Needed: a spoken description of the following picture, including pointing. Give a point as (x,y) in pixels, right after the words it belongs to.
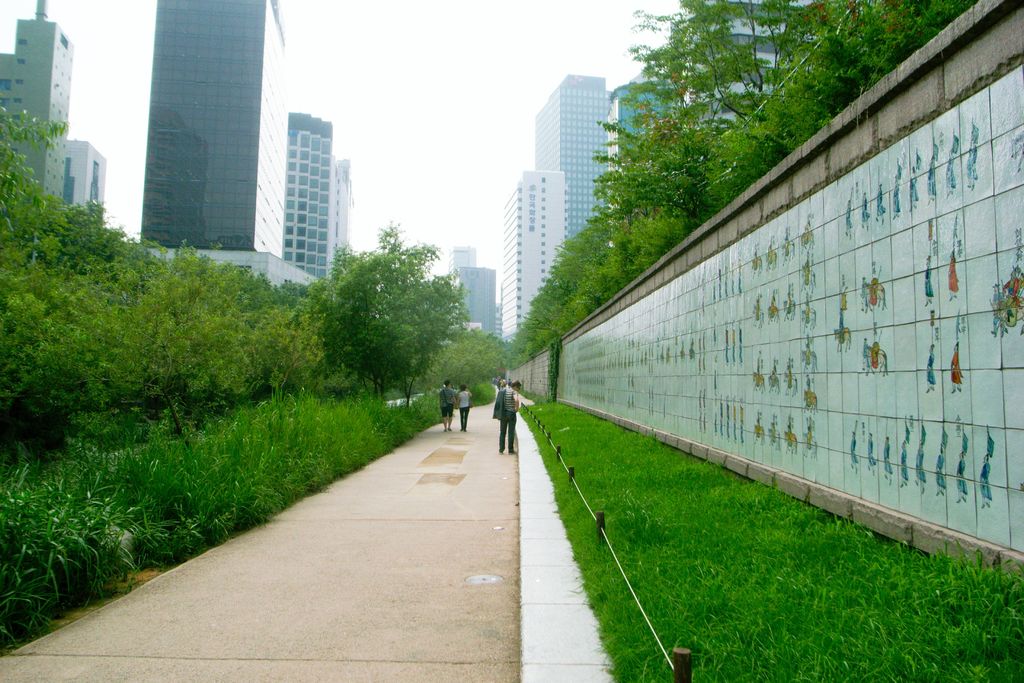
In this picture there is a man (500,425) who is wearing jacket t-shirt (511,395), trouser (509,424) and shoe (501,452). He is standing near to the grass (600,432). Here we can see two persons (450,412) walking on the street (403,485). On the right (731,268) there is a wall (998,333). In the background (37,159) we can see many buildings (582,124). On the top (446,63) we can see sky (455,90) and clouds (457,87). On the left (141,252) we can see trees (227,325), plants (300,416) and grass (230,459).
